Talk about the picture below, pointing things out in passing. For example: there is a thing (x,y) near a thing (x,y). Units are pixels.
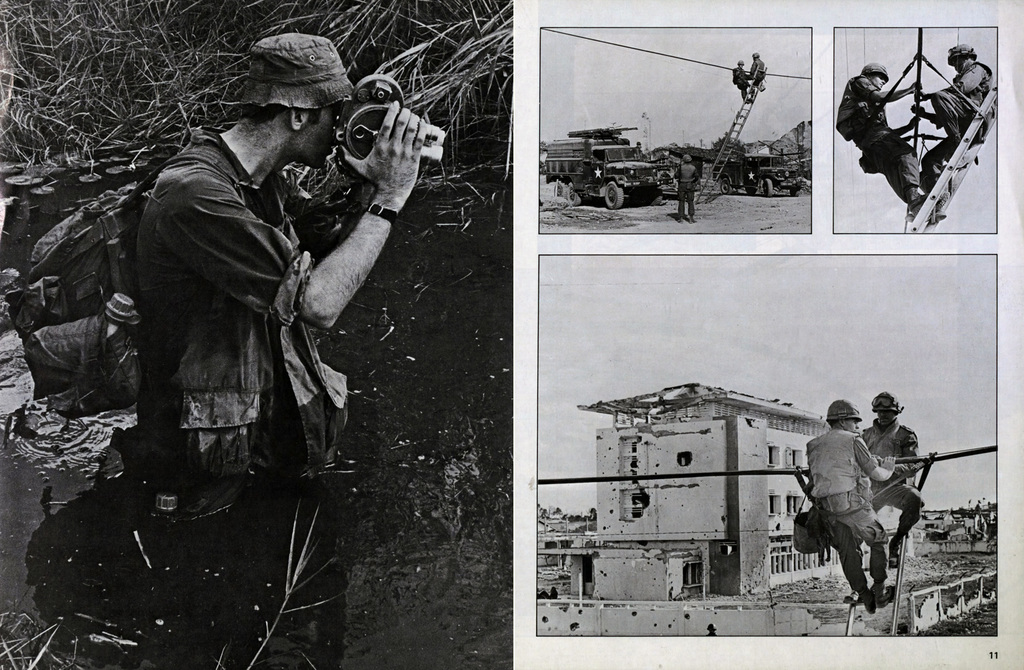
In this image I can see a collage pictures and I can see a person (234,355) standing and holding some object (396,88), and I can also see few vehicles (732,193), a ladder (713,170), few buildings (692,564) and the image is in black and white.
